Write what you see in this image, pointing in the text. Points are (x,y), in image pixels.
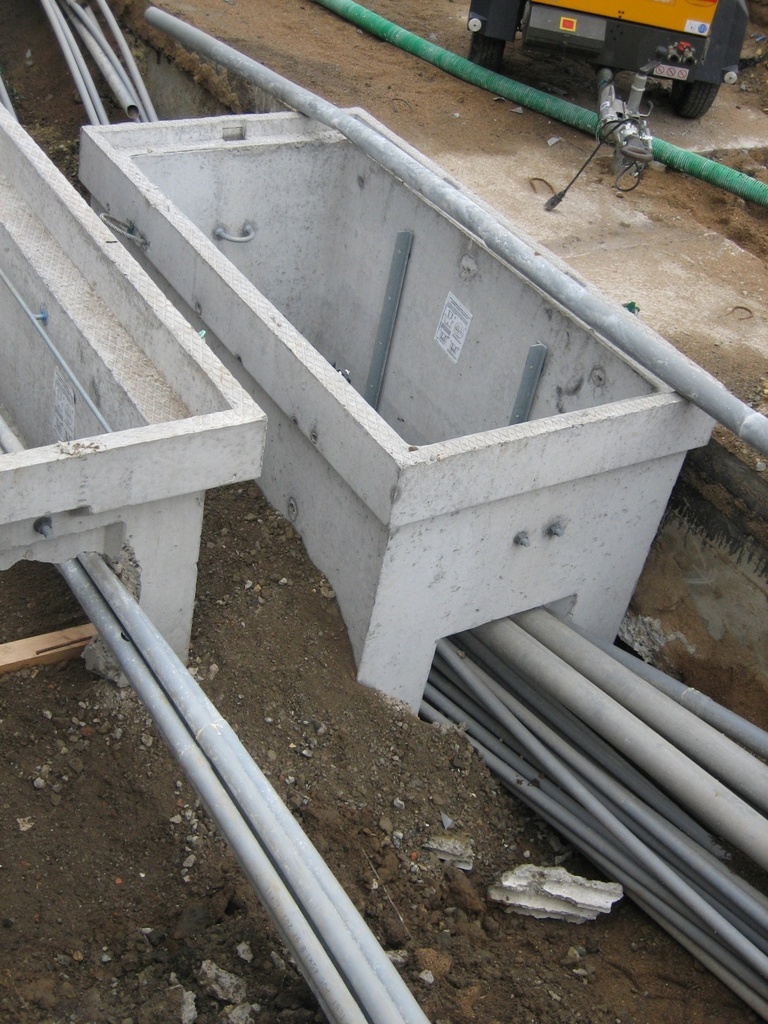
In this image I can see number of pipes (284,910), few grey colour things (378,453) and on the top right side of this image (629,154) I can see a yellow colour thing (475,55). I can also see soil (446,1) in the centre of this image (294,606).
